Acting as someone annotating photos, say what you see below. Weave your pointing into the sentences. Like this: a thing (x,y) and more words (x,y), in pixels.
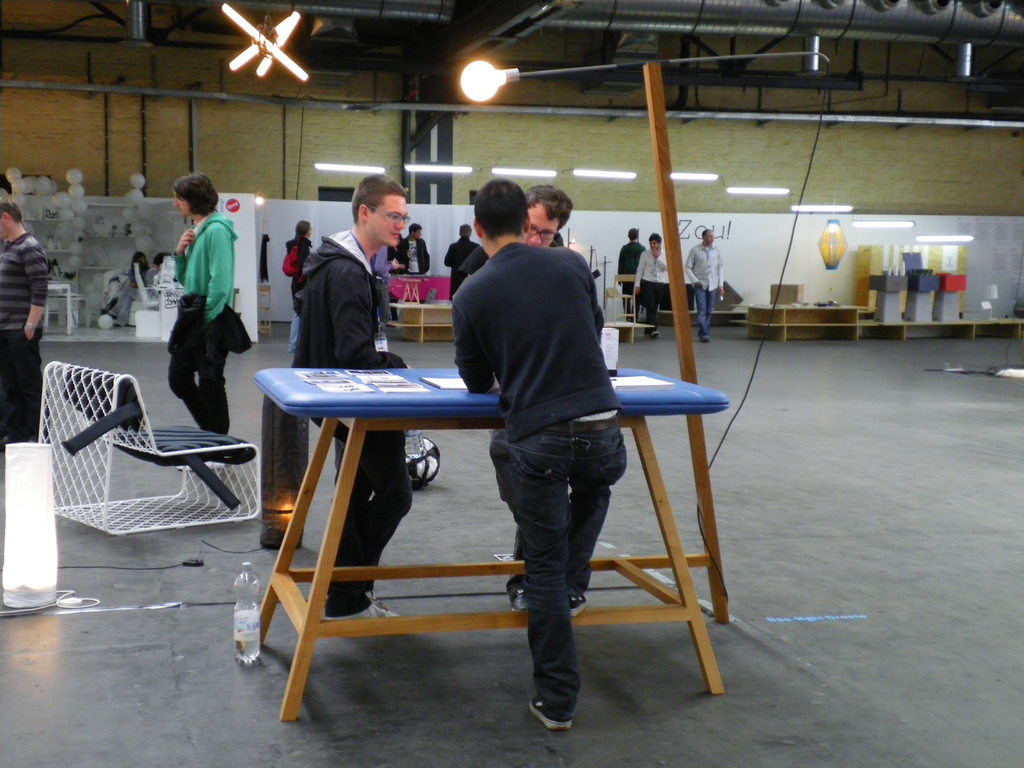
In this picture there is a blue table (324,410) with some papers (362,392) on it. Around the table (293,389) there are three men (520,335) standing. They are wearing black jackets (374,275). To the left corner (31,289) there is a man (31,305) standing. And in the background (134,217) there are some cupboards (65,248), balloons (76,199). And a man (212,255) with green jacket (219,273) is standing. In the background (717,276) there are some people (638,262) walking.
